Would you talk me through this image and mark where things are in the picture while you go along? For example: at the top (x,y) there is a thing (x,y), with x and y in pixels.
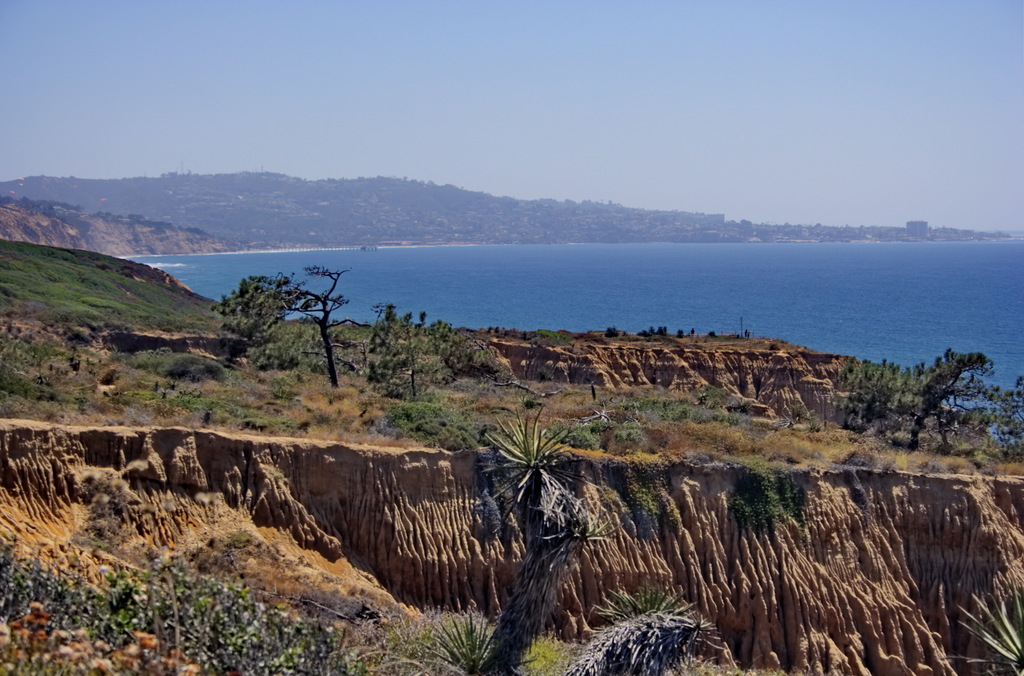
In this image I can see many trees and the grass (283,416). In the background (517,296) I can see the water (465,282), mountains (457,202) and the sky (464,133).
